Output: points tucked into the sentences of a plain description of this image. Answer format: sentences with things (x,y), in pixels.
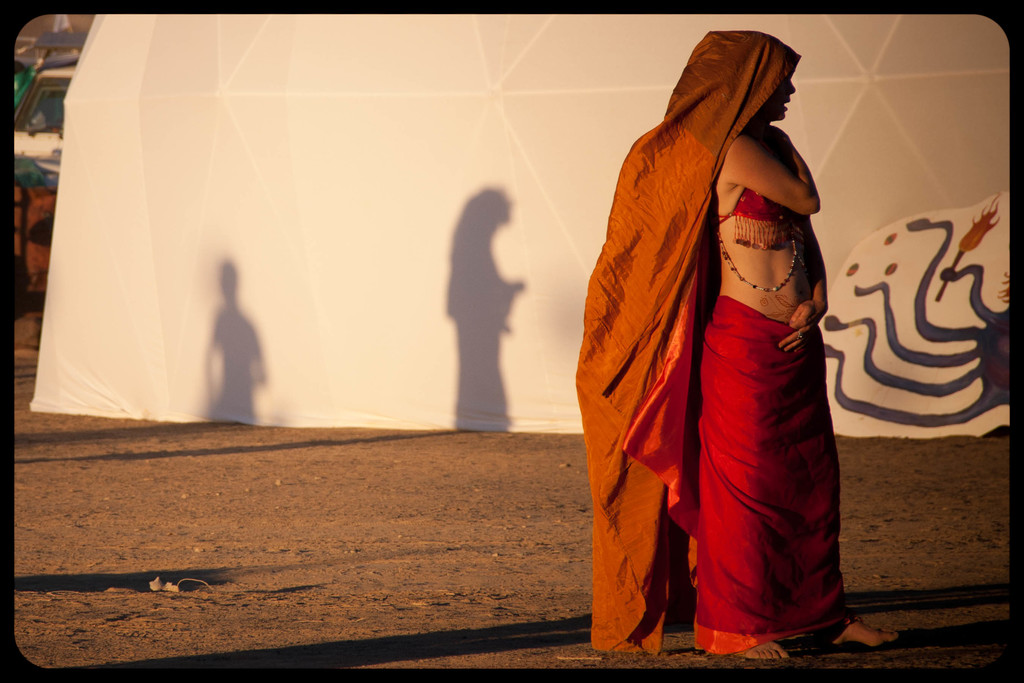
On the right (694,499) a beautiful woman (748,244) is standing, she wore red color dress (788,440).
